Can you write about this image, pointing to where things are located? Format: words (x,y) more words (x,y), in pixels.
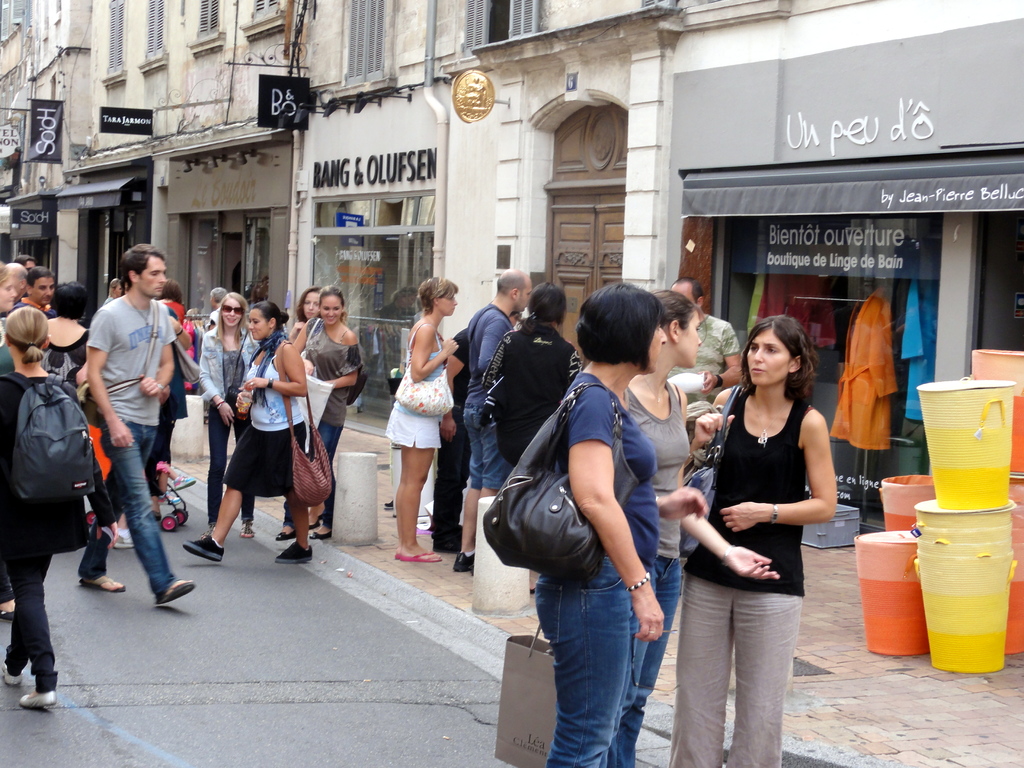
In this picture I can see buildings (395,130) and I can see few people (466,410) are standing and walking and I can see few baskets (937,627) on the sidewalk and I can see text (358,183) on the walls (549,180) and I can see few boards (110,123) with some text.
